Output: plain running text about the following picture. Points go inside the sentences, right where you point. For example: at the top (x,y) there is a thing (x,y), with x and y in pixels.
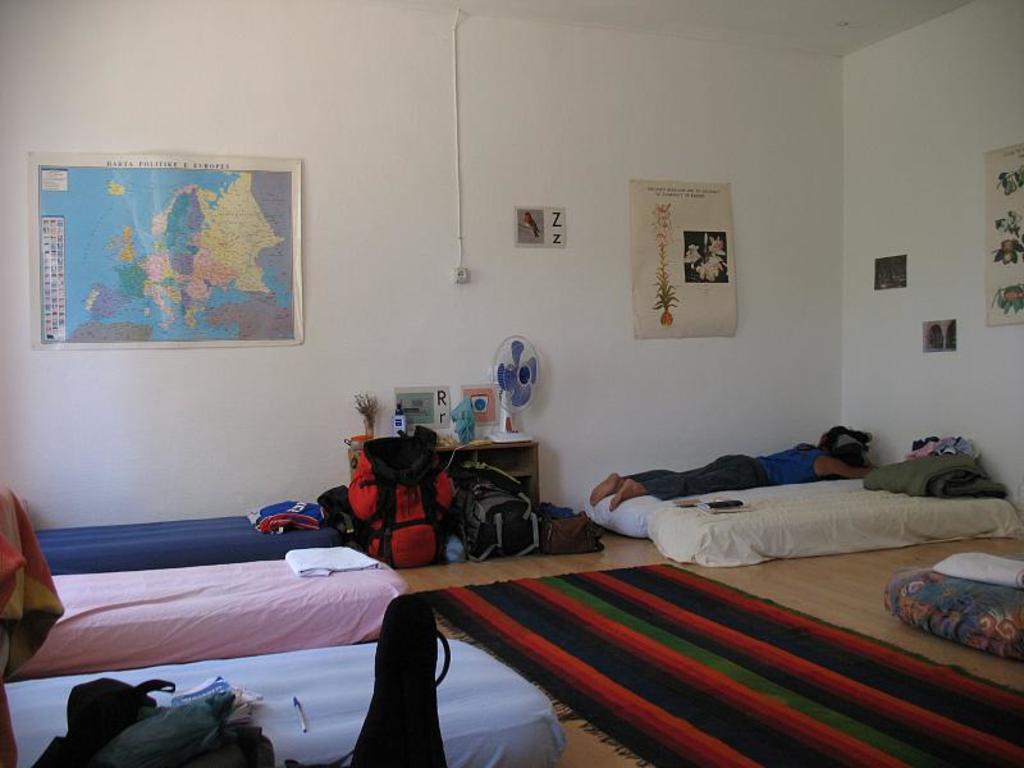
We can see posters (206,293) on the wall (431,270). We can see a person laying on a bed (633,536) and there are few objects (715,501) and a blanket (900,486) on the bed (851,489). We can see a floor carpet (643,572), few objects (602,540), beds (331,701), bags (530,526) and a table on the floor (861,588). On the table (535,459) we can see a fan (520,379) and few objects (471,422).
